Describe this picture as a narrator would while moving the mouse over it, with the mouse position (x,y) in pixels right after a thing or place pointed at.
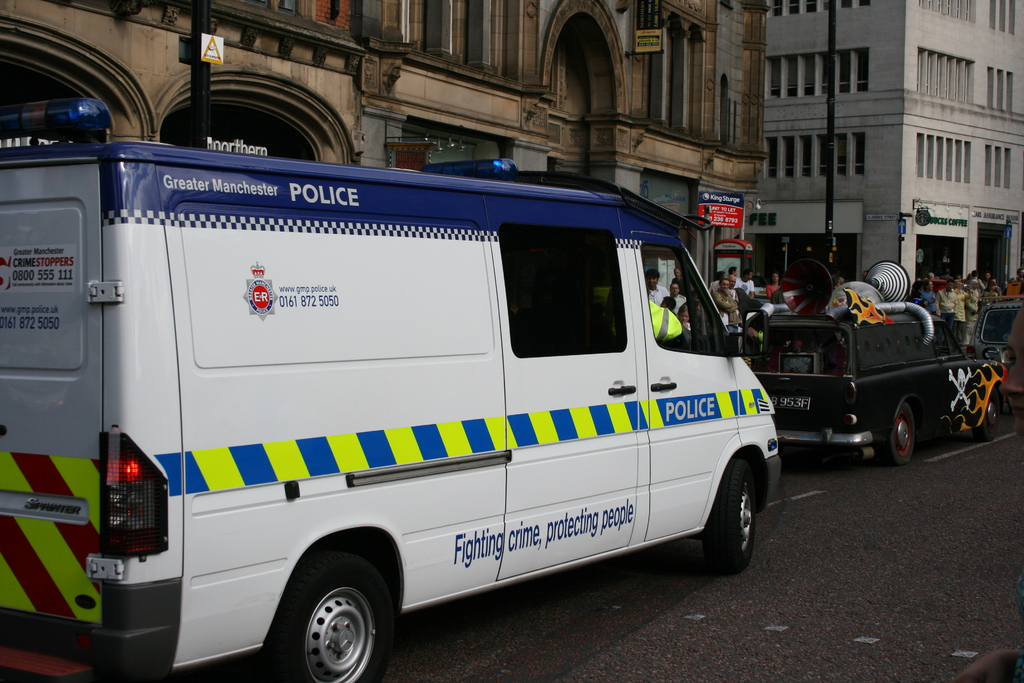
Vehicles (748,459) are on the road (738,615). Background (603,100) there are buildings (178,69), signboards (701,214), poles (833,19), people (725,312) and windows (786,140).
